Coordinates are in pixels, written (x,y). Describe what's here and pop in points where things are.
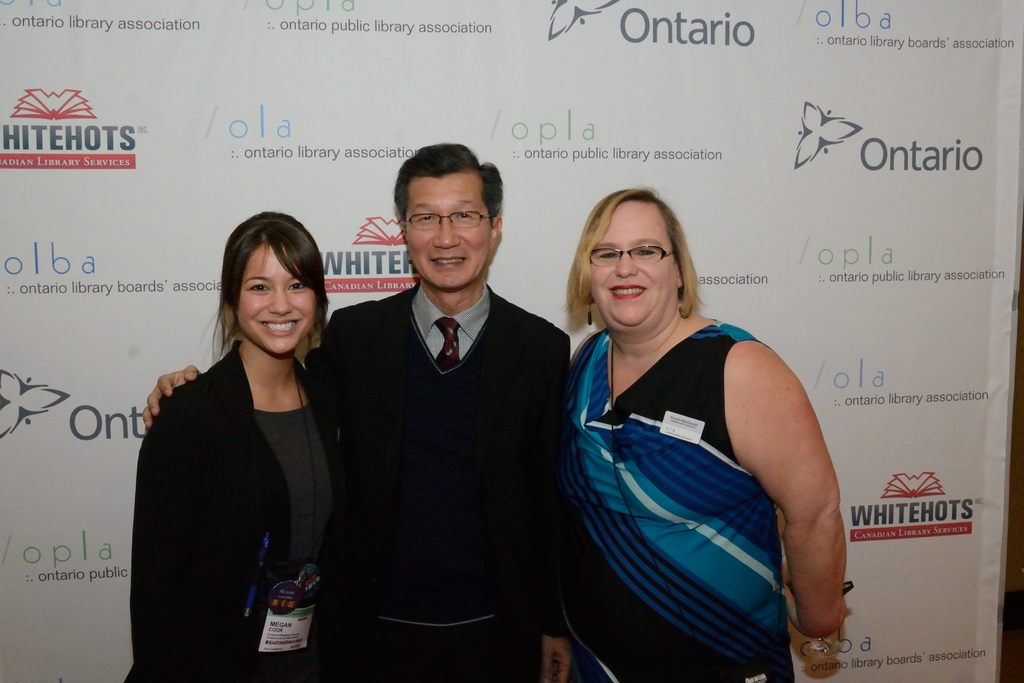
In this image we can see these two women (637,358) wearing clothes (303,527) and this person (458,371) wearing blazer (397,457), tie (443,348), shirt (441,312) and spectacles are standing here and smiling. In the background (629,153), we can see a white color banner (74,196) on which we can see some logos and edited text (891,43).
